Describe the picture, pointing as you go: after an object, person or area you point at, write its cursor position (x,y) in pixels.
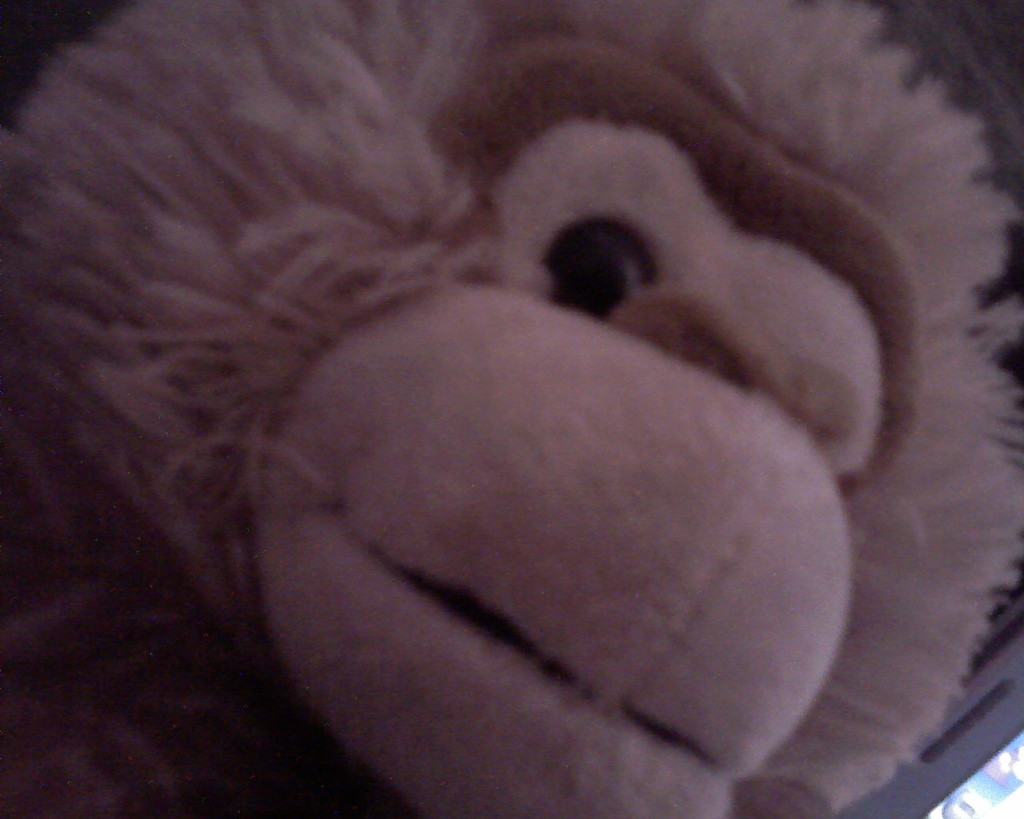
In this picture we can observe a toy (333,349) which is in cream color. We can observe fur (170,148) on this toy (288,234). This toy (419,464) is looking like a monkey (514,462).
